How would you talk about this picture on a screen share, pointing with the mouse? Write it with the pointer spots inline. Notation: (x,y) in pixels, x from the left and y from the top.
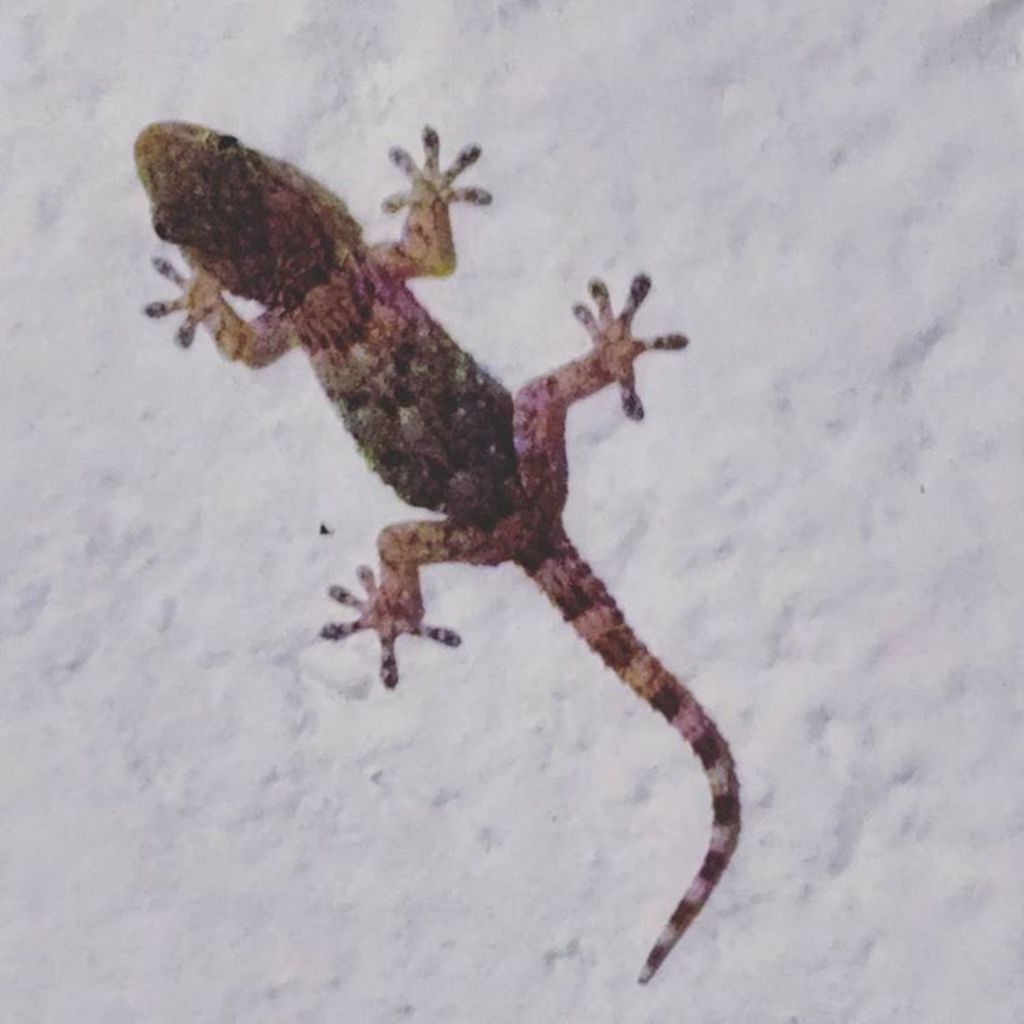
In this image I can see a lizard (429,435) which is black, pink and green in color is on the white colored wall (224,617).
